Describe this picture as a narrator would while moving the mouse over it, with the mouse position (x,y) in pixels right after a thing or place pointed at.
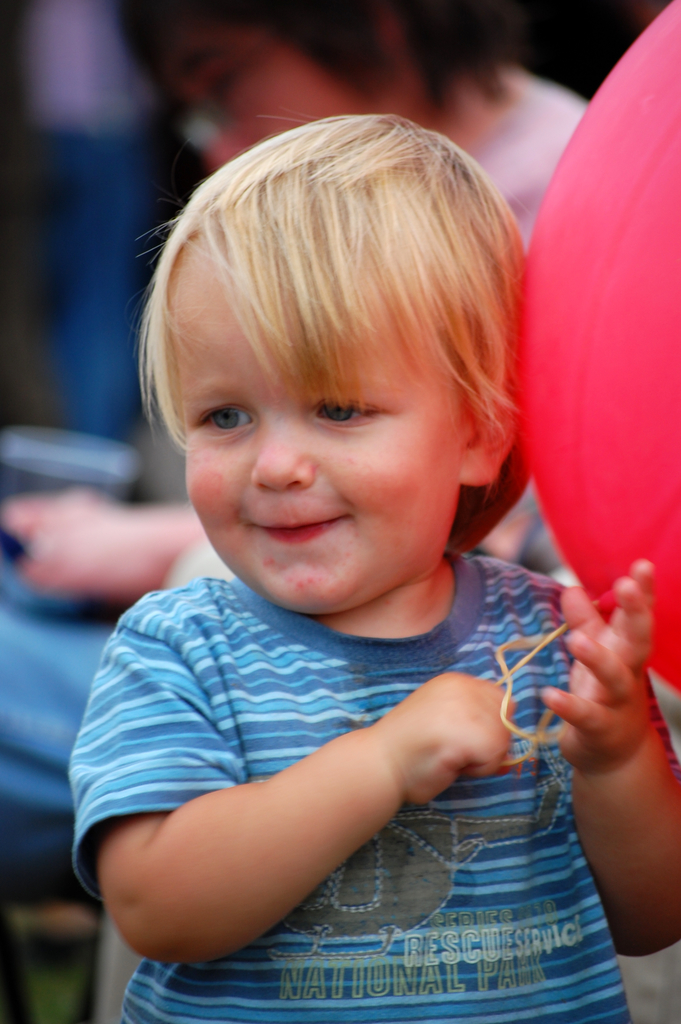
This image consists of a boy (186,662) holding a balloon (533,458). The balloon (633,388) is in red color. In the background (453,76), there is a person (288,118) sitting. The boy (342,926) is wearing a blue T-shirt (439,993).
